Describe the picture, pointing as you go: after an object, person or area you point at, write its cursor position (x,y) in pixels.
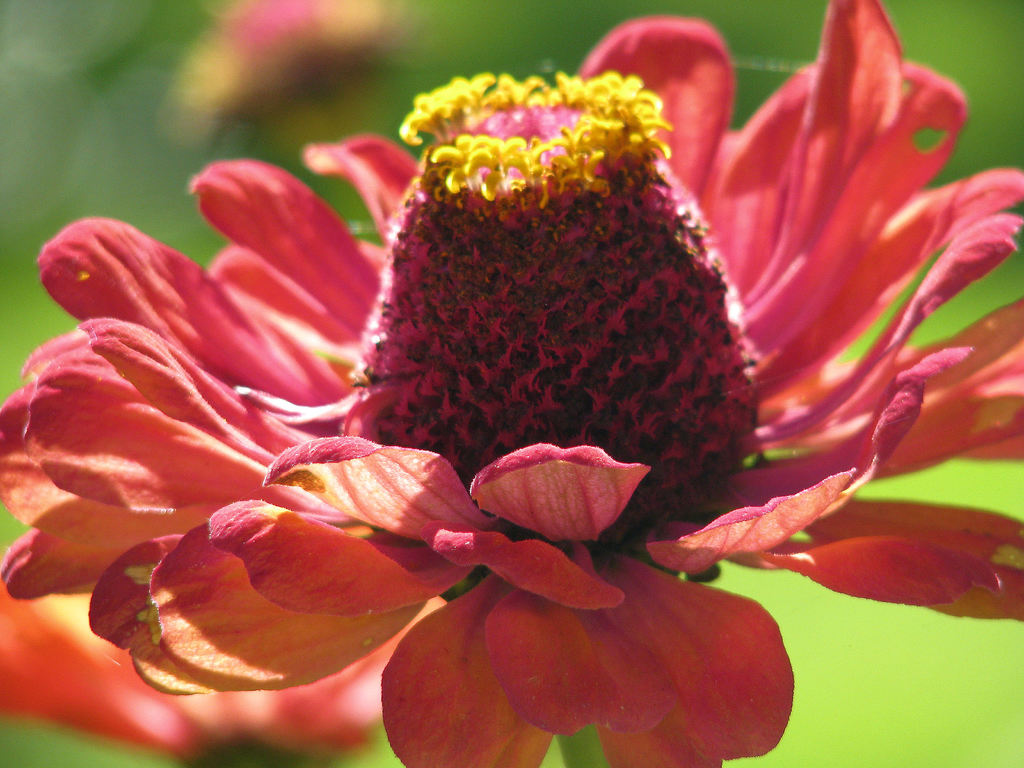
In this image there is a flower (467,470). In the center of the flower (516,270) there are pollen grains (491,195). The background (528,26) is blurry.
